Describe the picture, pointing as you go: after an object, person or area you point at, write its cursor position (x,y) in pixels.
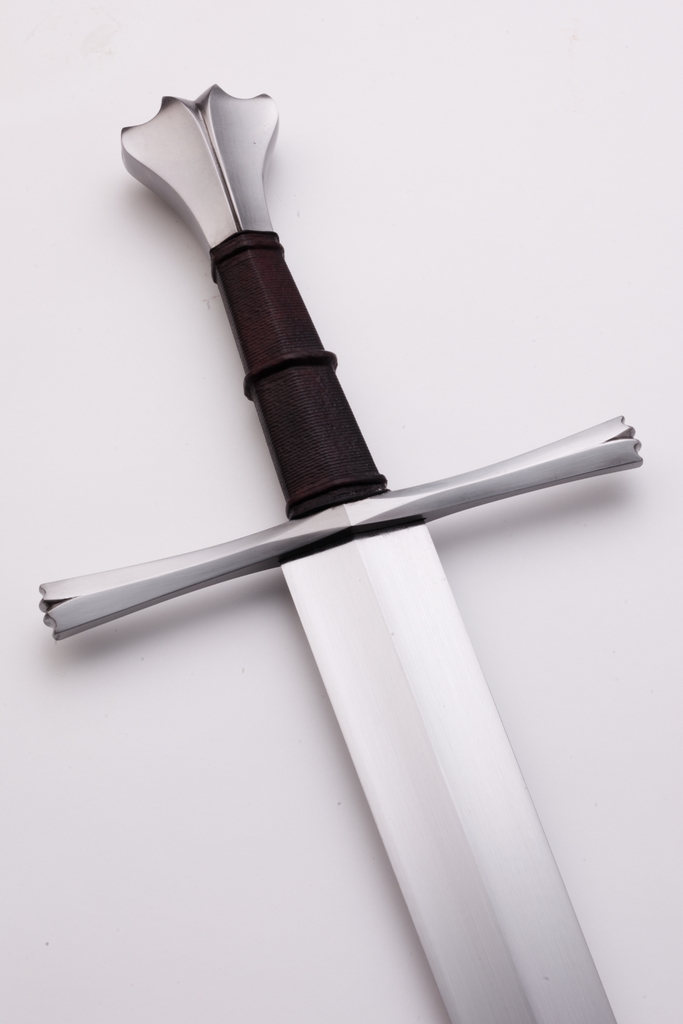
In this image there is a sword (436,649). In the background (430,191) there is white color.
